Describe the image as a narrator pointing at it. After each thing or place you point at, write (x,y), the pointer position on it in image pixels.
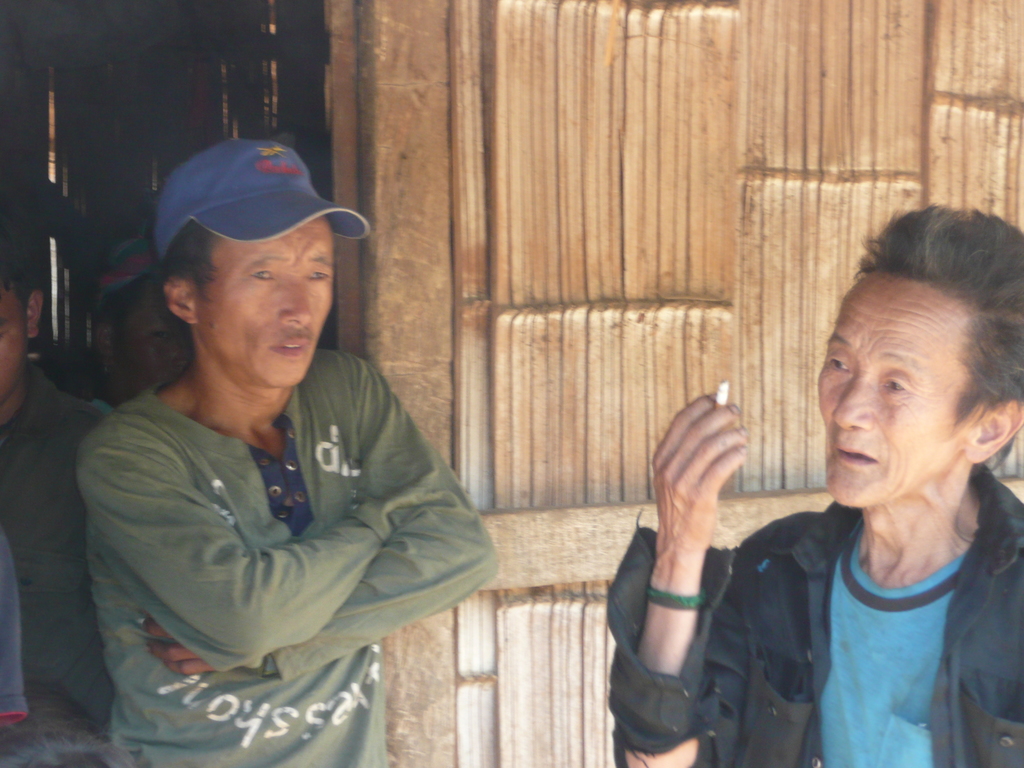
On the right side (949,633), we see a man (943,625) in the blue and the black shirt (823,638) is standing and he is holding a cigarette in his hand (703,517). Behind him, we see a wooden wall (482,333). Beside that, we see a man (178,489) in the green T-shirt (203,540) who is wearing a blue cap (241,228) is standing. Behind him, we see two men (70,432) are standing. In the background (182,92), we see a wooden wall (234,94).
